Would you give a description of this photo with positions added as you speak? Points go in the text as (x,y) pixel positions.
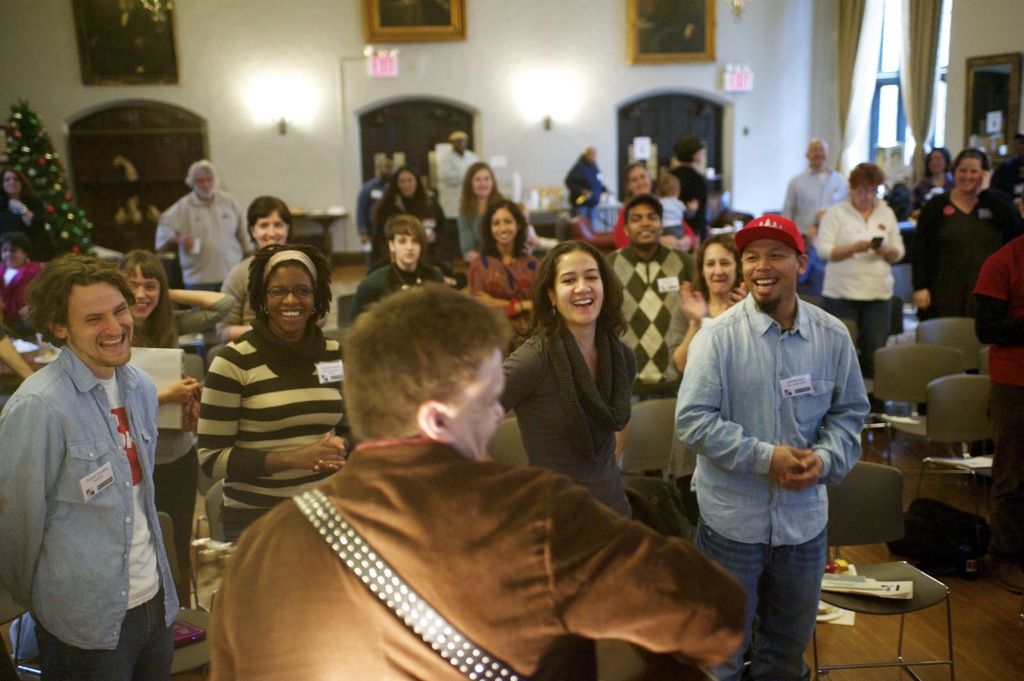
In this picture we can see there are groups of people (502,410) standing on the floor (920,638). On the floor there are chairs (623,432), tables (555,213) and a decorative plant (49,163). There are photo frames (117,34) and some objects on the wall (289,67). At the top right corner of the image (887,90) there is a window (897,35) and curtains (866,115).
